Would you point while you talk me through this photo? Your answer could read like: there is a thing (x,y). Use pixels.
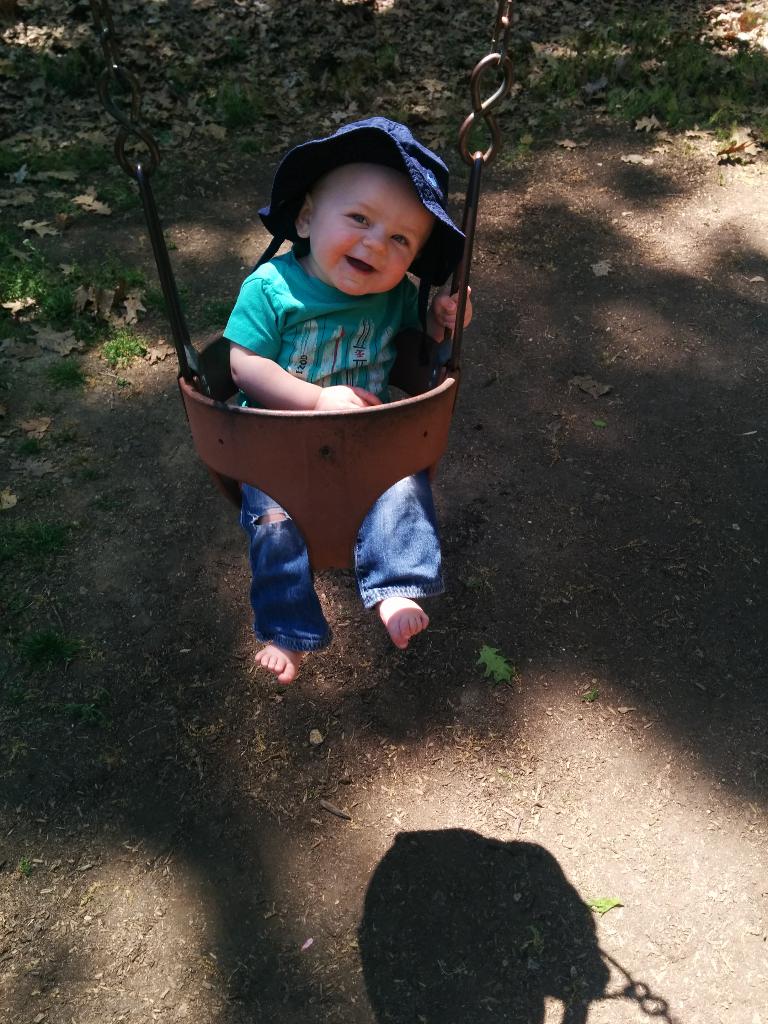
In this image I can see a baby (332,319) sitting on some object (311,435). The baby (329,392) is wearing green shirt (332,367), blue pant (392,527) and blue color cap (397,128). Background (161,21) I can see few dried leaves (266,112).
